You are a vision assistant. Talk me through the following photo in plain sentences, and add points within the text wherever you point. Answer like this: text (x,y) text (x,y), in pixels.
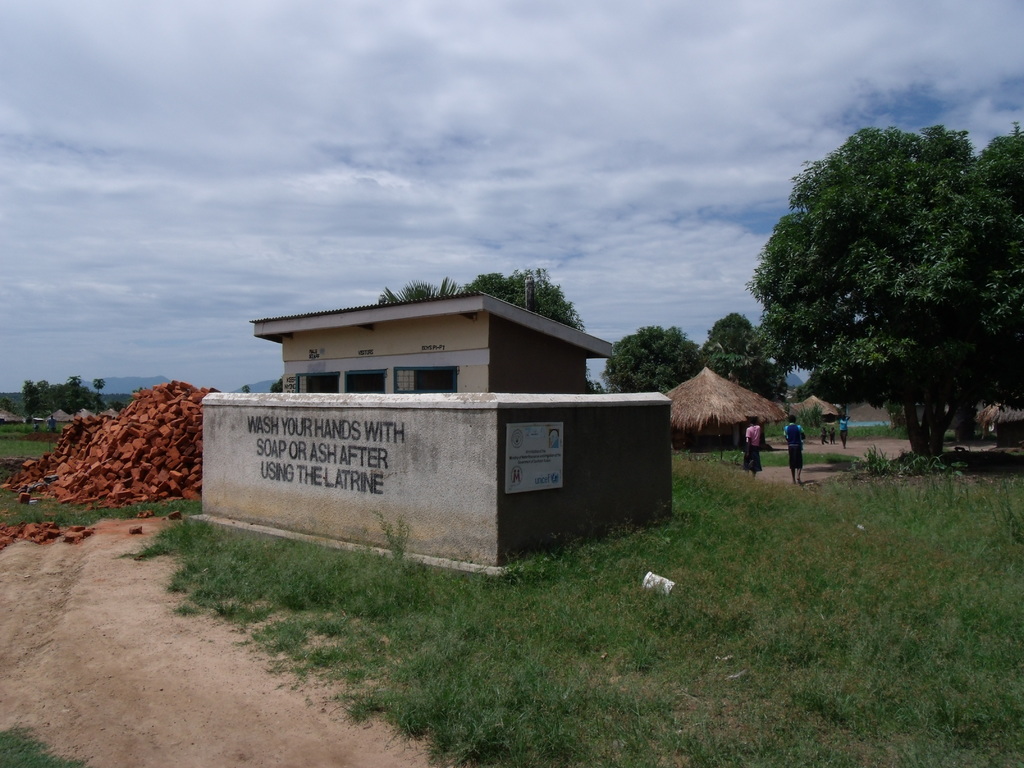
In the middle of this image (507,316), there is a building (352,326) having windows (387,373) and a roof (549,327) and there is a wall (325,411) around this building (324,361). On the left side (143,474), there are bricks (163,460) on the ground (162,504), on which there is grass (256,554), and there is a road (107,653). On the right side (1002,244), there are trees (909,369), shelters (712,424) and children (754,422). In the background (50,383), there are trees (35,387), mountains (92,390) and there are clouds (336,107) in the sky (326,59).
